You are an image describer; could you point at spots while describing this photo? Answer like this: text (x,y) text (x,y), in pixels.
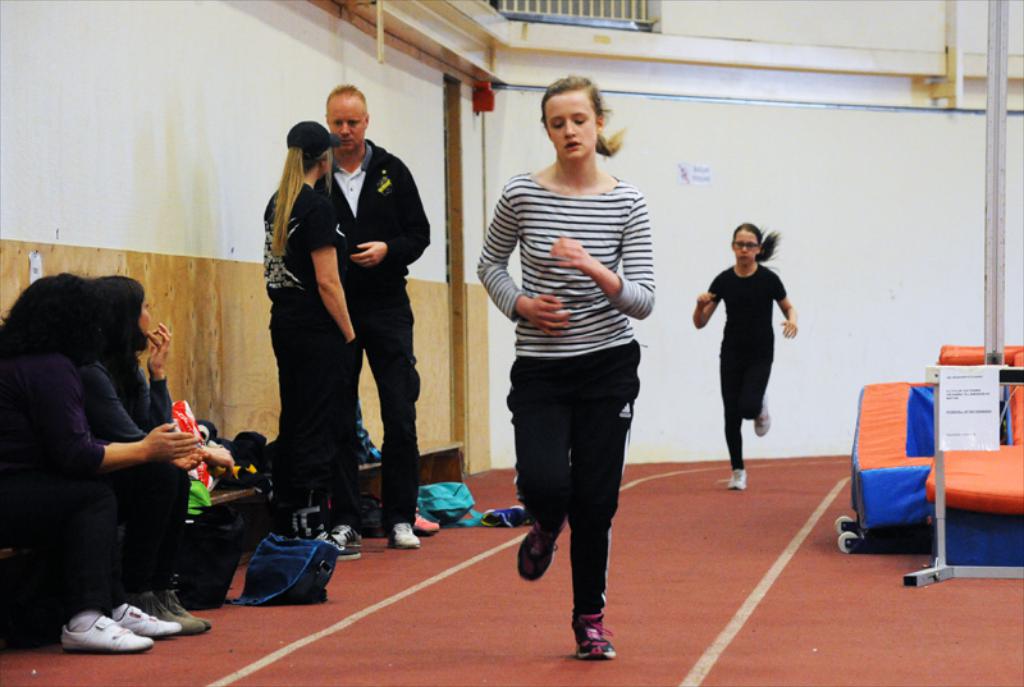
In this image we can see there are two persons (637,353) running in the middle of this image (635,372). There are two persons (394,450) standing on the left side (322,307) to these persons (584,295) and there are two persons (98,421) sitting as we can see on the left side of this image (109,403). There is a wall (965,259) in the background (462,253). There is one object (914,436) kept on the right side of this image (962,419), and there are some objects (201,488) kept on the bench (364,469) as we can see on the left side of this image (220,503).
